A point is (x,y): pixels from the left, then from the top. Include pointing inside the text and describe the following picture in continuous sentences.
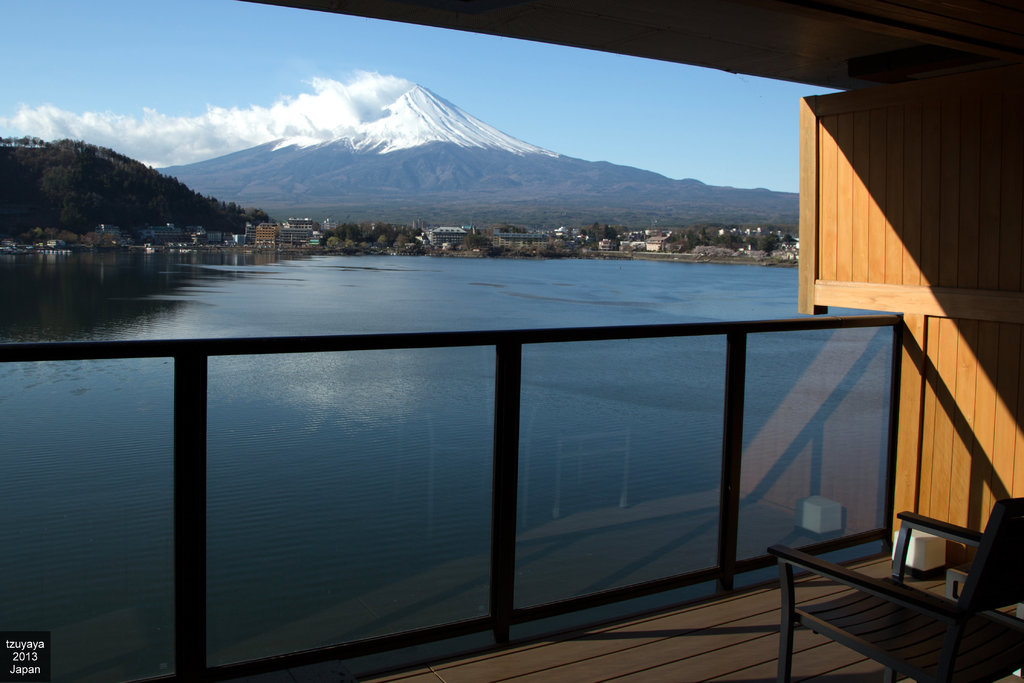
In the right bottom of the picture (848,584), we see a black chair (873,631) and a wooden wall (906,339). Beside that, we see a glass railing (386,446). We see water (503,315) and this water (436,291) might be in the river (317,301). In the background (94,220), there are trees (350,228), buildings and hills (357,186). At the top of the picture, we see the sky (601,107).
